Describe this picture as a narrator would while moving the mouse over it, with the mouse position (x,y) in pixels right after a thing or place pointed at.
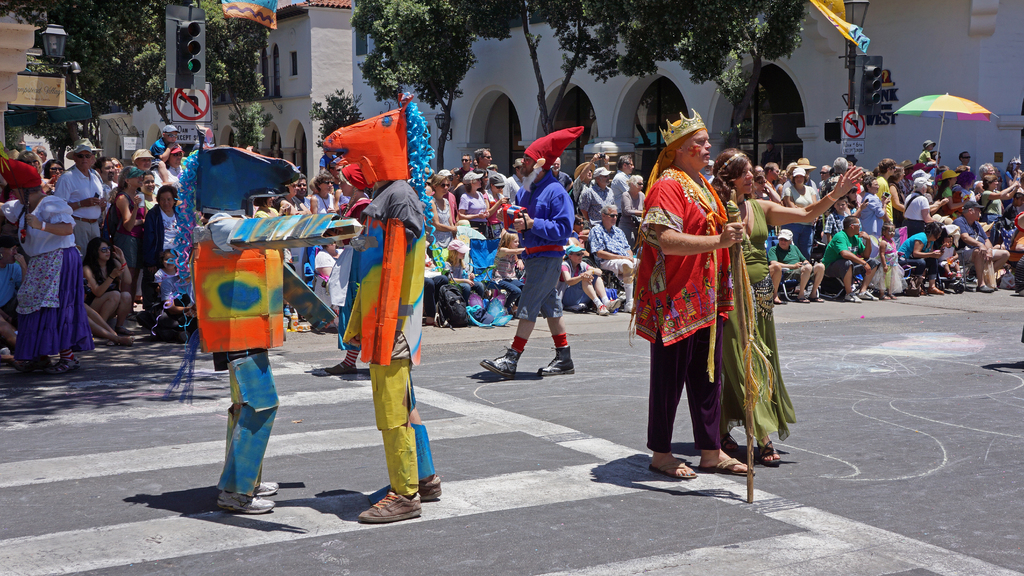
In this image, we can see a crowd (173,137) beside the road (884,376). There are some persons (264,248) in the middle of the image (405,242) standing and wearing clothes (236,281). There is a signal pole (186,65) in the top left (201,60) and in the top right of the image (852,95). There are tree (510,23) at the top of the image (408,48).
